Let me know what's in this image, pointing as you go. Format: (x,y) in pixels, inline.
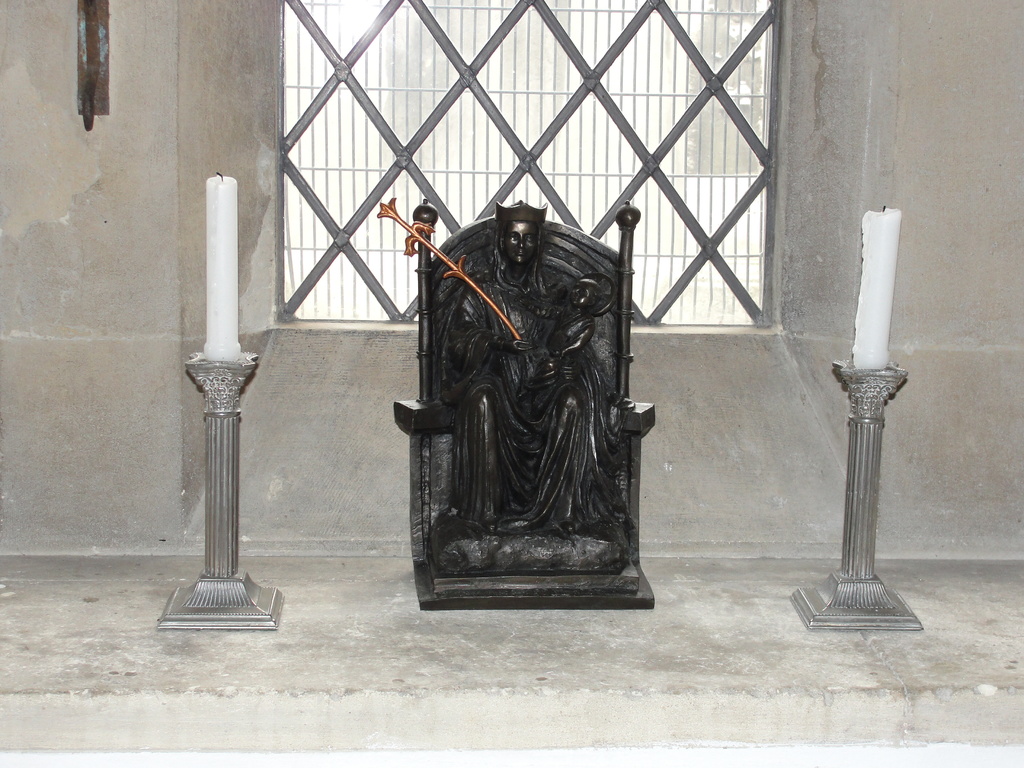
In this picture there is an idol (538,456) and there are candles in the foreground (532,554). At the back (773,134) it looks like a window (718,134) and there are trees (708,23) behind the window (603,61) and there is an object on the wall (232,64). At the bottom (524,676) there is a floor (524,676).
